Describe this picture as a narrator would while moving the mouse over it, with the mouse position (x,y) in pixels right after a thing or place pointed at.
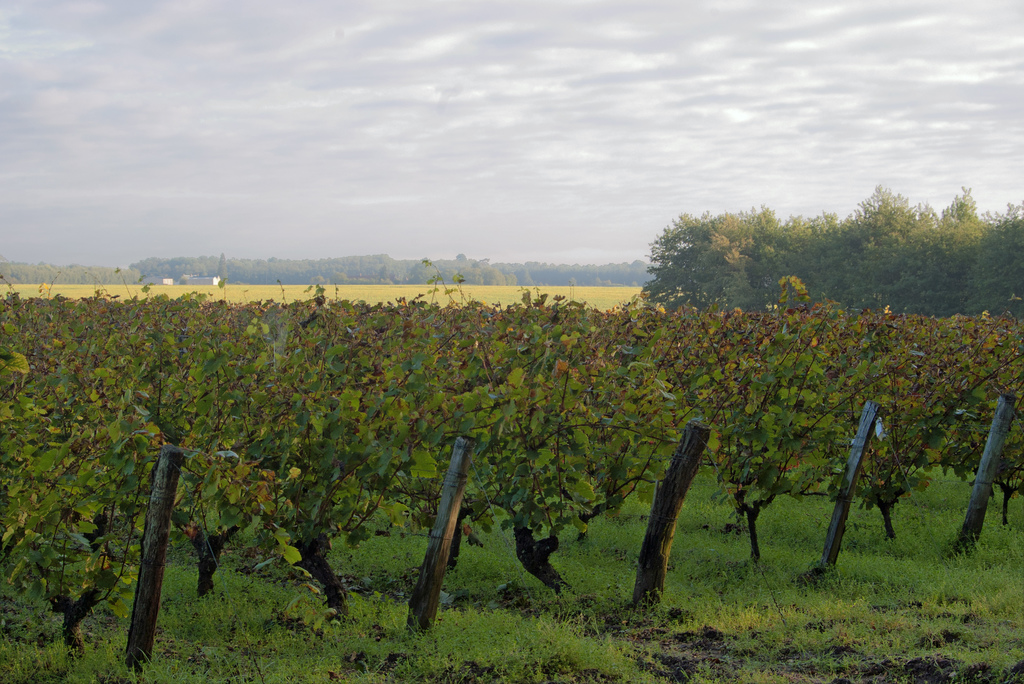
In the picture I can see plants (523,424), the grass (558,632), trees (498,282) and wooden poles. In the background (478,161) I can see the sky (456,157).
